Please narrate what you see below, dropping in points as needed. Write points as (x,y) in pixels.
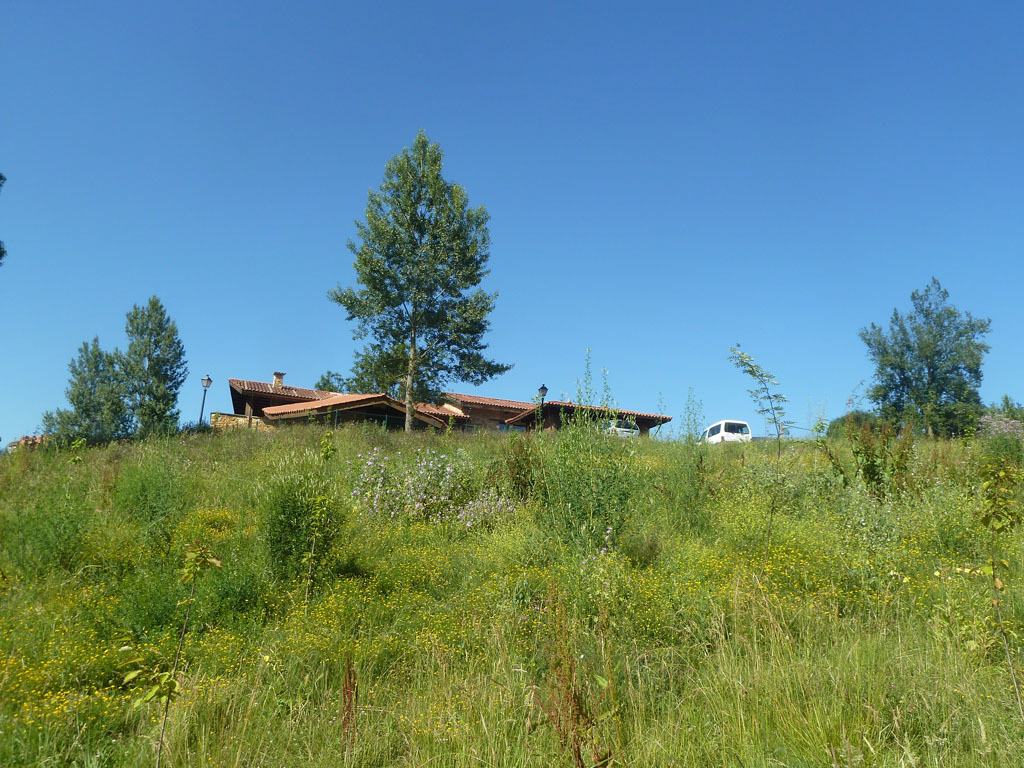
In the image there are trees (972,407) on the grassland (398,437) with a building (497,429) and a vehicle (714,430) behind it and above its sky (259,139).
